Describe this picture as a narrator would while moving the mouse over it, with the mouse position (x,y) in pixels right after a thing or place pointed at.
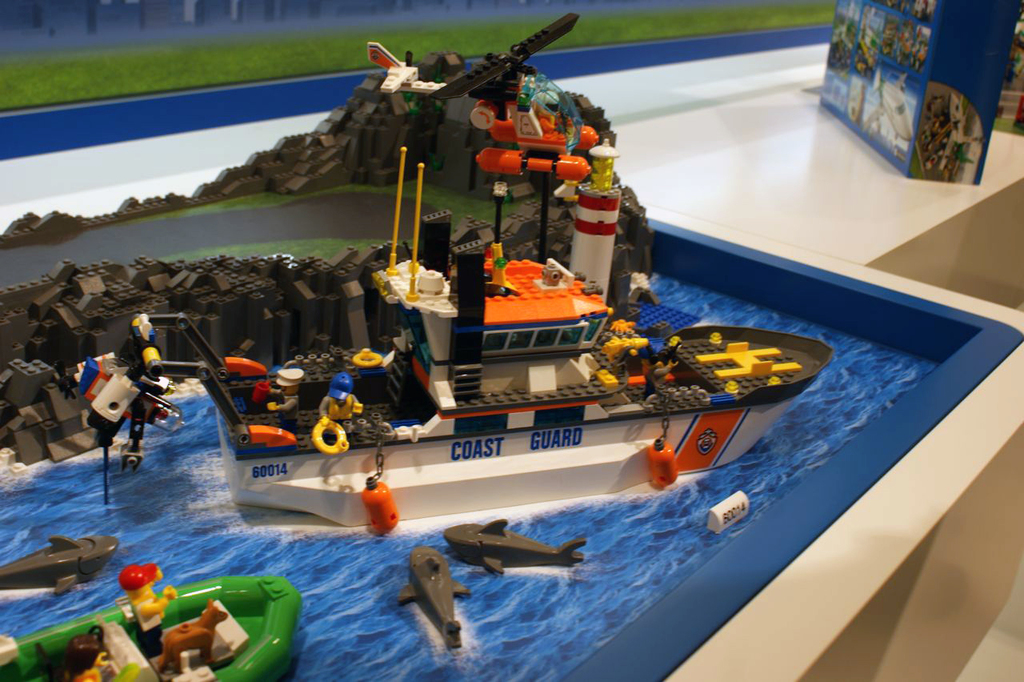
In this image there are few toy persons (142,608) in the toy ships (520,368) and boats (177,617), which are on the toy river (681,500), above that there is a toy helicopter (485,92), beside that there is a cover box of the toy (724,341) placed on the table (959,653).
